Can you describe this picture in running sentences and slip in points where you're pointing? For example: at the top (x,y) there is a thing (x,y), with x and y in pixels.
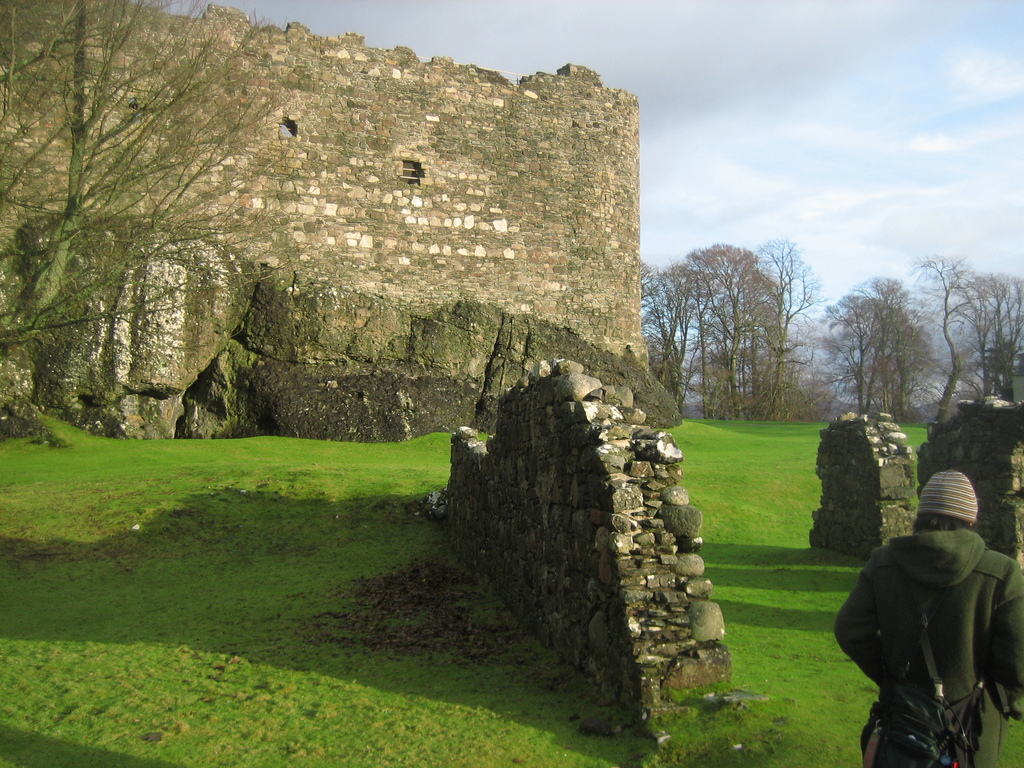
In this image we can see a monument (604,577), person (903,649) walking on the ground (275,588), trees (668,333) and sky (661,53) with clouds (629,49).
